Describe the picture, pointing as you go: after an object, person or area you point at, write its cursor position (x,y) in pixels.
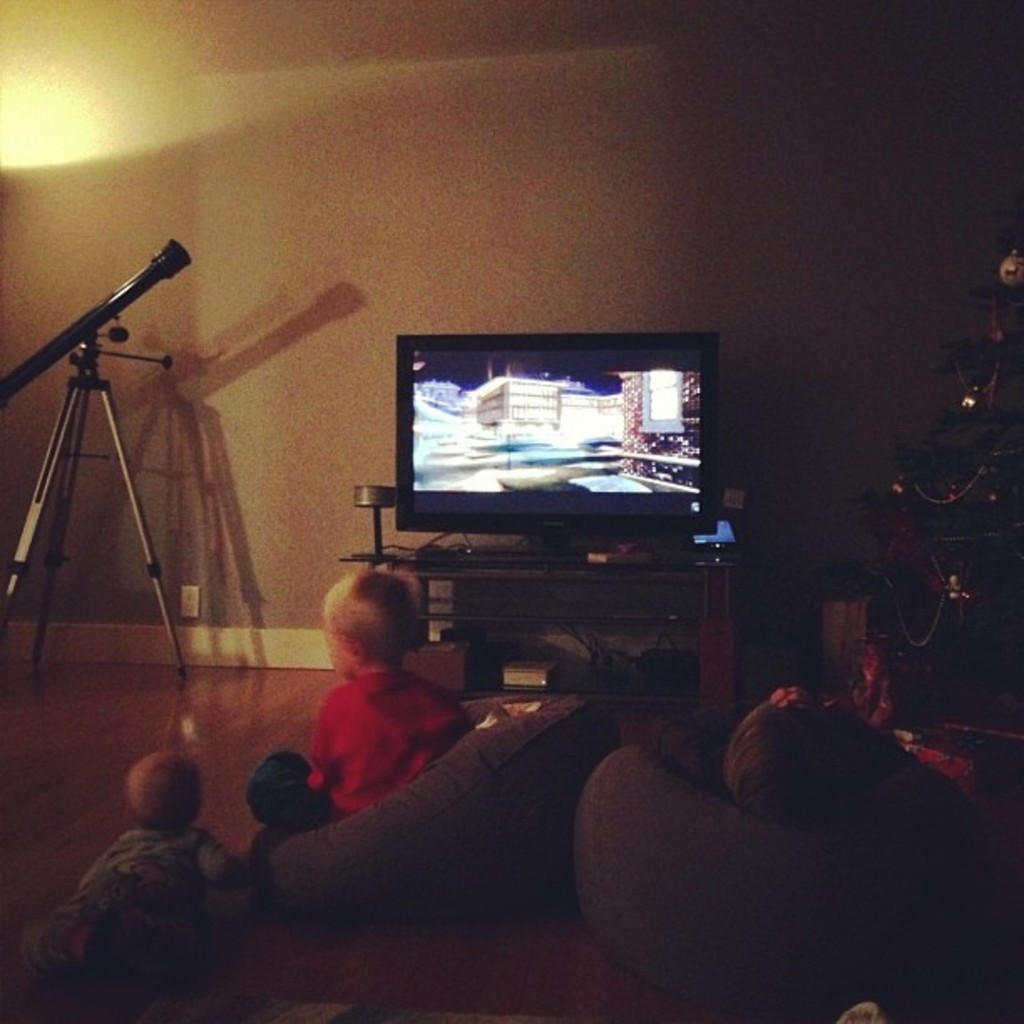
In this image we can see three persons (113,872) sitting on the ground (277,728). In the background (1009,649) we can see a Christmas tree (914,553), a television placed on a table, a telescope (151,580).
